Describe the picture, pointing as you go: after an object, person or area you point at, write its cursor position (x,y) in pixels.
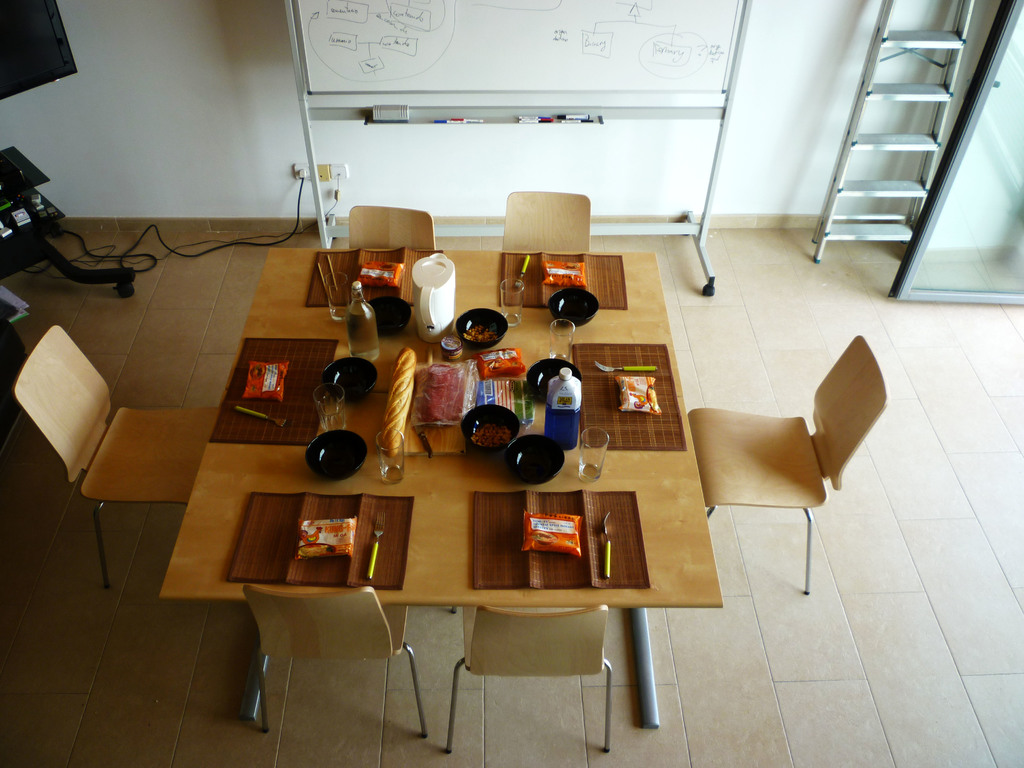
Here we can see that a dining table (550,350) on the floor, and some objects (532,393) on it there are glasses (566,355), fork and bottle (566,400), and here is the wall (250,217), and here is the board (413,12), and here is the ladder (906,51).
